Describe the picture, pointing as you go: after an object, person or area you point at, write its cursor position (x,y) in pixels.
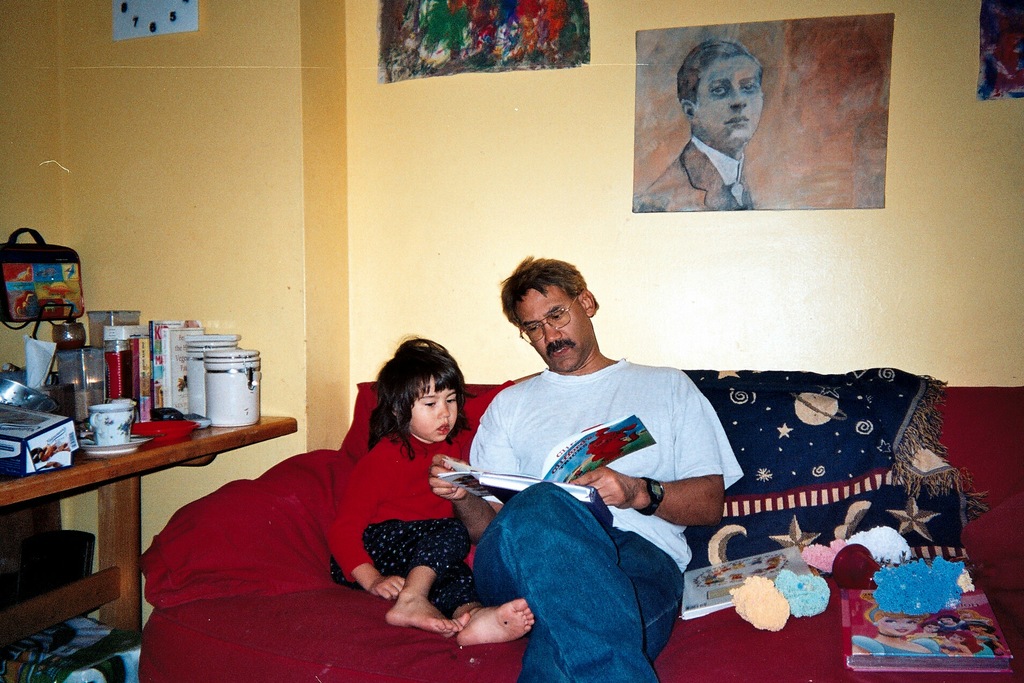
In the center (391,451) we can see two persons (563,420) were sitting on the couch (357,665). And on the left (166,361) we can see table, on table (10,491) we can see few objects (91,350). And back there is a wall (701,252).
